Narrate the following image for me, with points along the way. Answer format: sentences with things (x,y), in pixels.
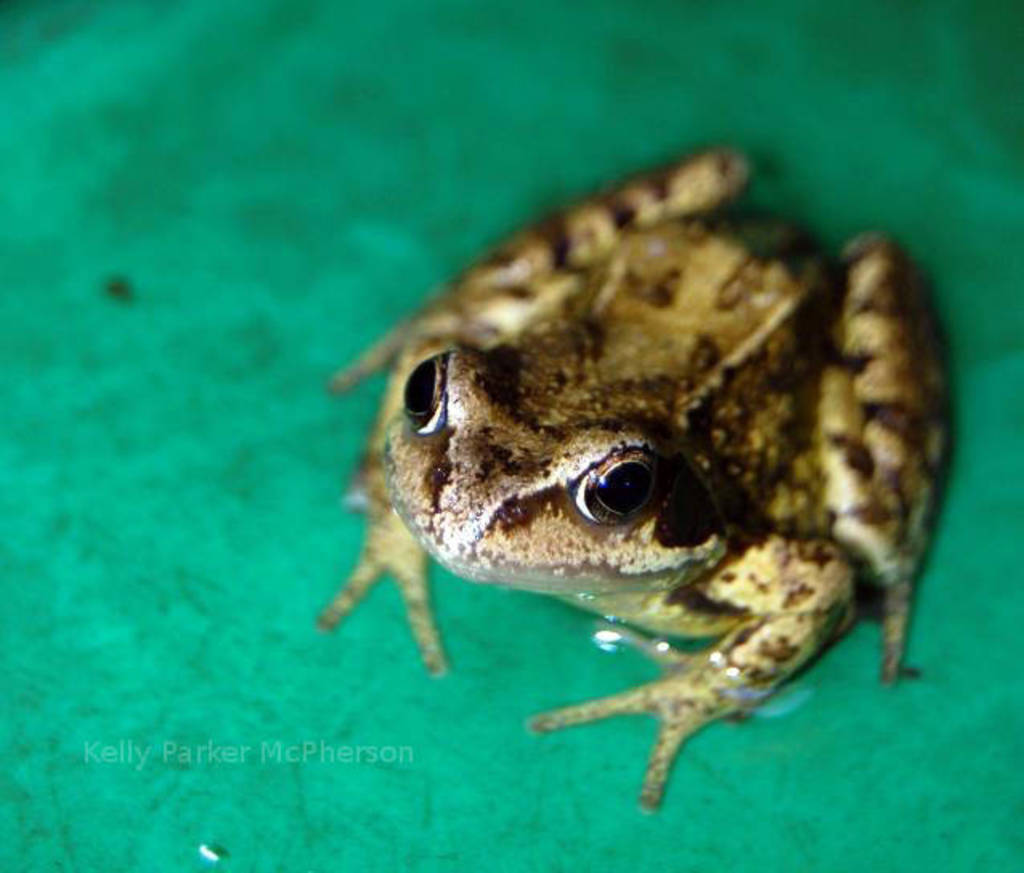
In this image I can see the frog (427,377) on the green color surface (475,651). The frog (490,312) is in brown and black color.
